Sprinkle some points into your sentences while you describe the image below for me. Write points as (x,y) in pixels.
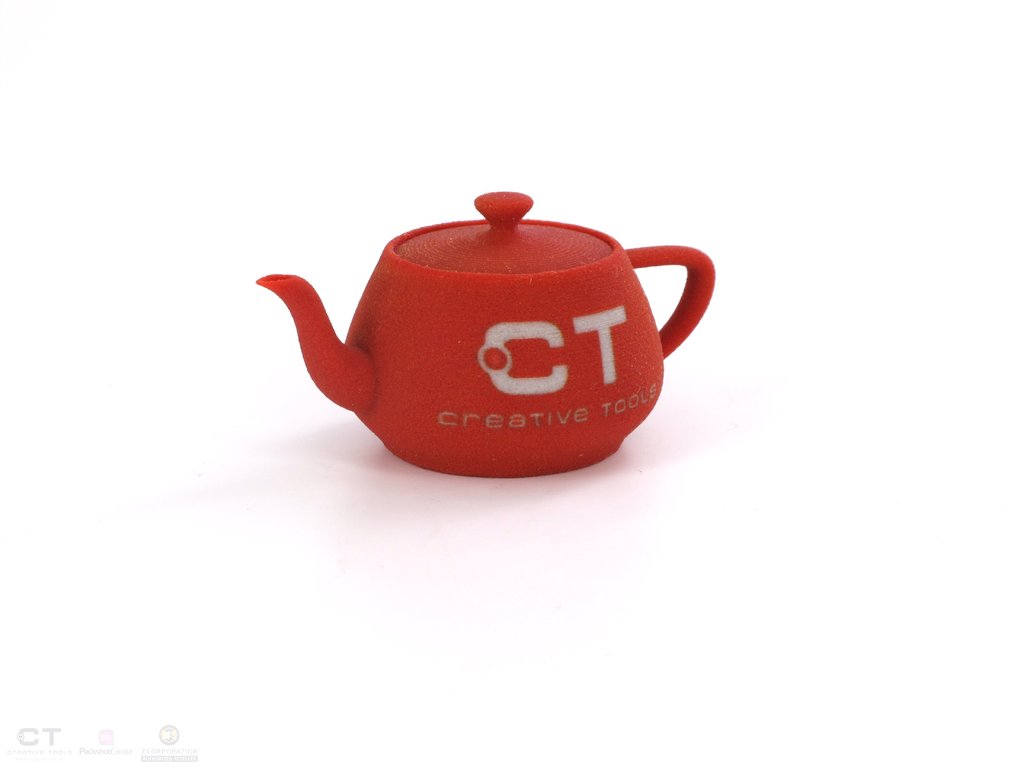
In this image we can see a kettle (548,400) placed on the surface (543,492). At the bottom (116,740) we can see some logos (172,749).
